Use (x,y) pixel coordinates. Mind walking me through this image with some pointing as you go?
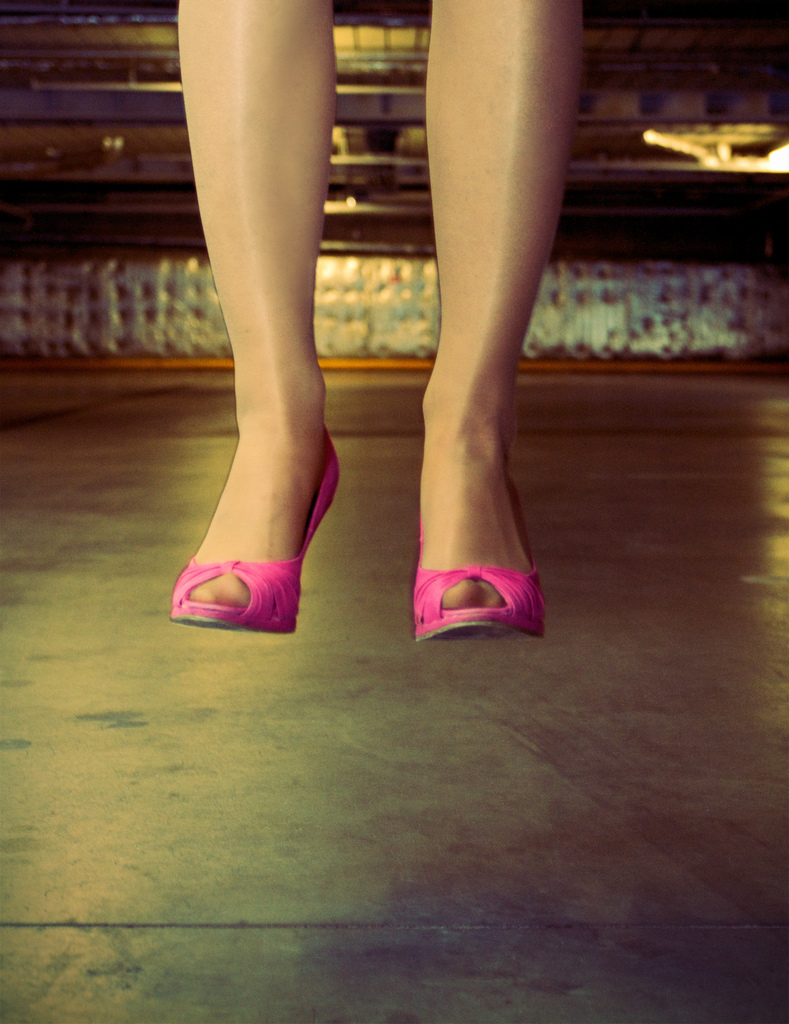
This image is an edited image. This image is taken indoors. At the bottom of the image (320,908) there is a floor (180,536). In the background (665,241) there is a wall (118,313) and in the middle of the image (312,351) there are two legs (457,558) of a person (281,28). On the right side of the image (765,158) there is a light (771,151).
